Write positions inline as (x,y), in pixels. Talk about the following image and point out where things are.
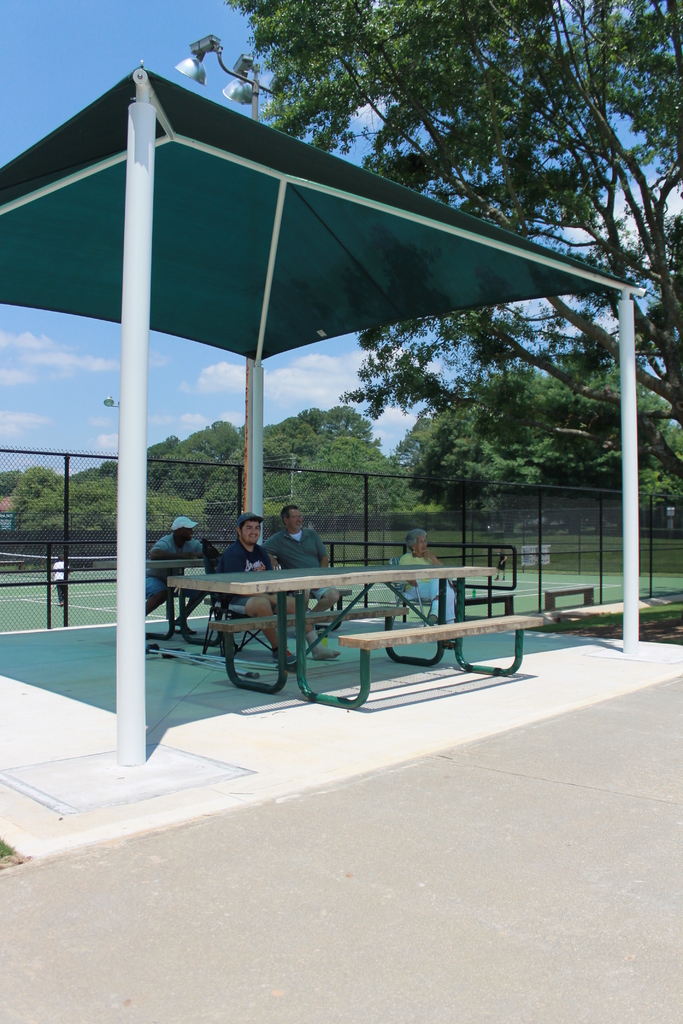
In this image I can see few people (294,664) are sitting on benches (282,610), I can also see a shed (230,344), few trees (308,431) and clear view of sky (74,63).
